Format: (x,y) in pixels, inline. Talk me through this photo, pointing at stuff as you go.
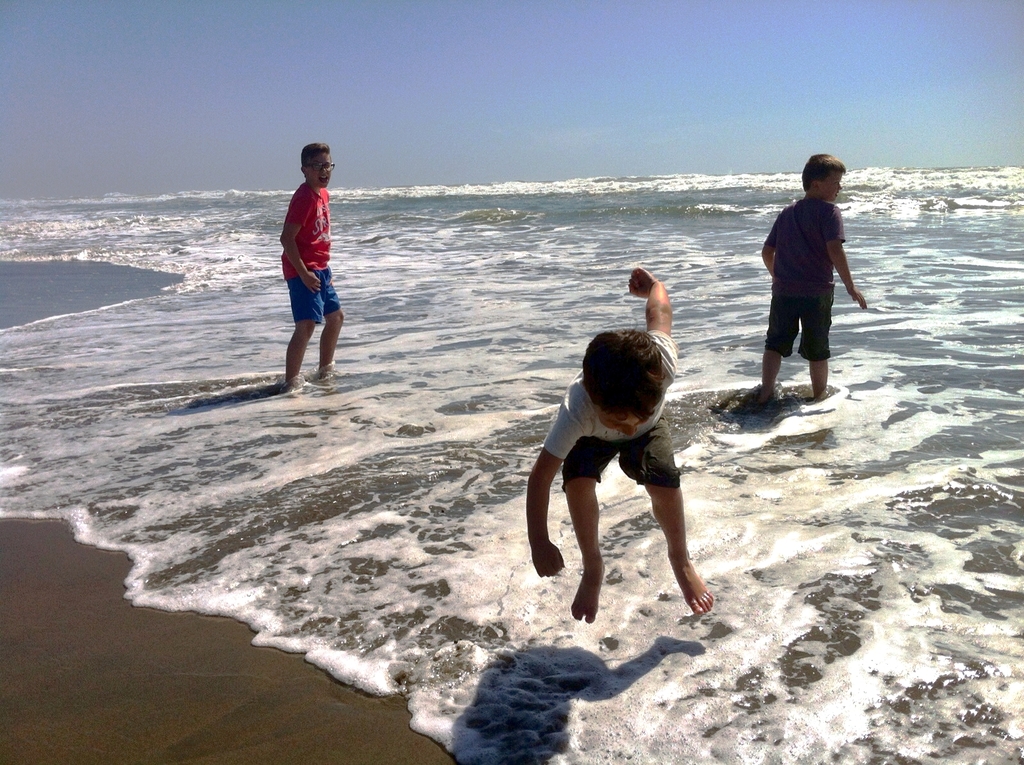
In this image I can see three kids (591,449) playing on a sea shore (707,287) one kid (604,457) in the center of the image (604,457) is jumping, the other two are standing. At the top of the image (504,68) I can see the sky (374,62).
